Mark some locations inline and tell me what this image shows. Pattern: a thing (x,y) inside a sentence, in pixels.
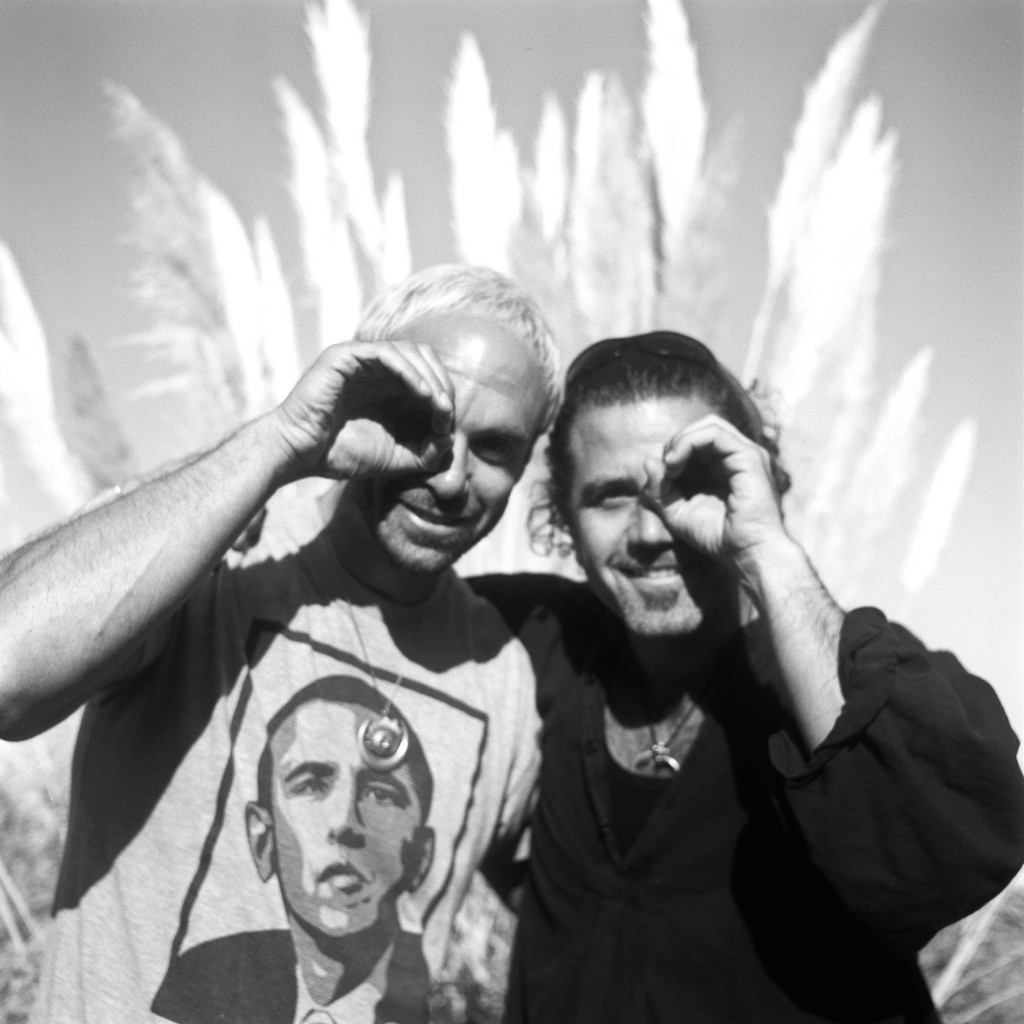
This is a black and white image. In this image there are two men (416,493). In the back (799,406) there are plants (585,271).
